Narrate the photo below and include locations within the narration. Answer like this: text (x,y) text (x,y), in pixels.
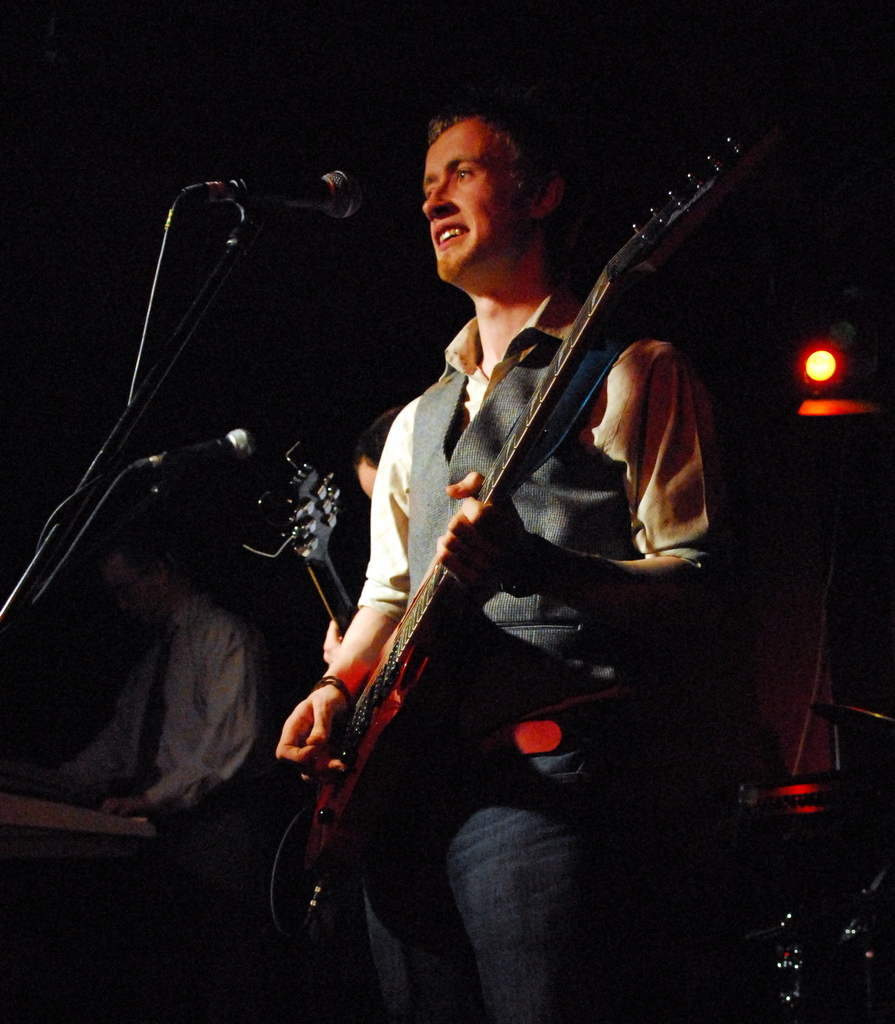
In the center of the image (446,398) there is a man (456,631) standing and holding a guitar (365,709) in his hand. There is a mic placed before him. On the left (170,822) there is another man (118,806) playing a musical instrument (81,808). On the right (857,936) we can see drums (833,888). In the background (831,367) there is a light (814,360).
